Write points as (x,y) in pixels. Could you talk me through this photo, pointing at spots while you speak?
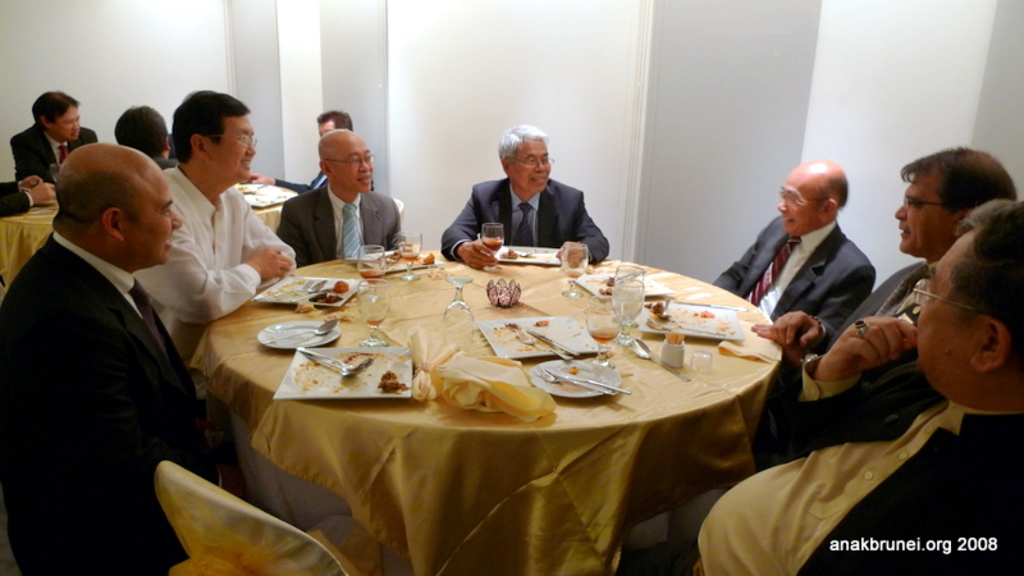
In the given image we can see there are many men (357,201) sitting on chair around the table (461,358). On the table (384,408) we can see wine glass (599,339) and food (399,383) in a plate (570,343), fork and spoon (339,362). This is a watermark (883,545). This is a golden color cloth (600,497) on the table (589,458).
